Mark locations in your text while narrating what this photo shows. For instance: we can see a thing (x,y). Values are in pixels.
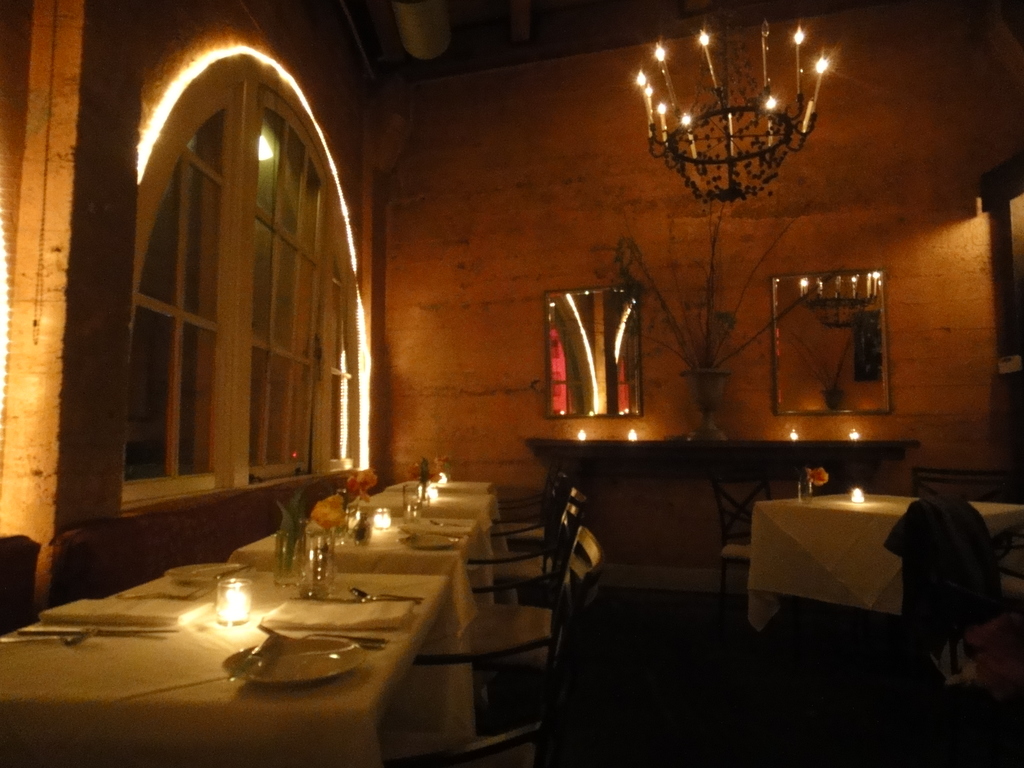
In the picture I can see tables (397,615) upon which plates (273,677), forks (363,641), spoons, candles (223,600), flower vases (296,541) and white table cloth (193,679) are placed, where I can see chairs (557,682), candle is kept on the shelf (584,455), I can see mirrors (559,380) fixed to the wall (511,350), I can see glass windows (155,367) and chandeliers (656,133) fixed to the ceiling (524,29) in the background (776,121).
